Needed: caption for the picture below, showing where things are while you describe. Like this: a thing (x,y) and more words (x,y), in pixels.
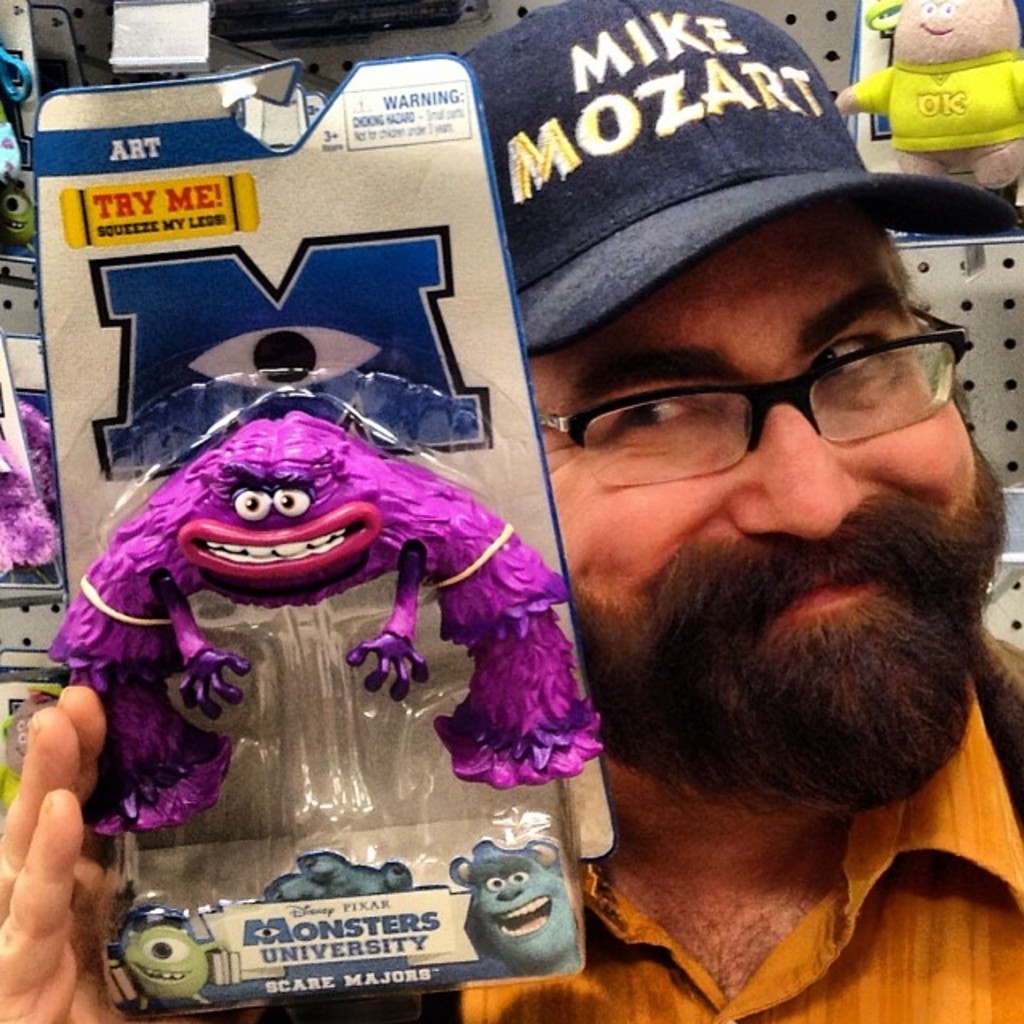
There is a person (777,179) in brown color shirt (914,826) smiling and holding a packet (97,459) which is containing a pink color doll (363,544). In the background (1018,91), there are dolls (984,40) arranged on the shelves (1004,604).
